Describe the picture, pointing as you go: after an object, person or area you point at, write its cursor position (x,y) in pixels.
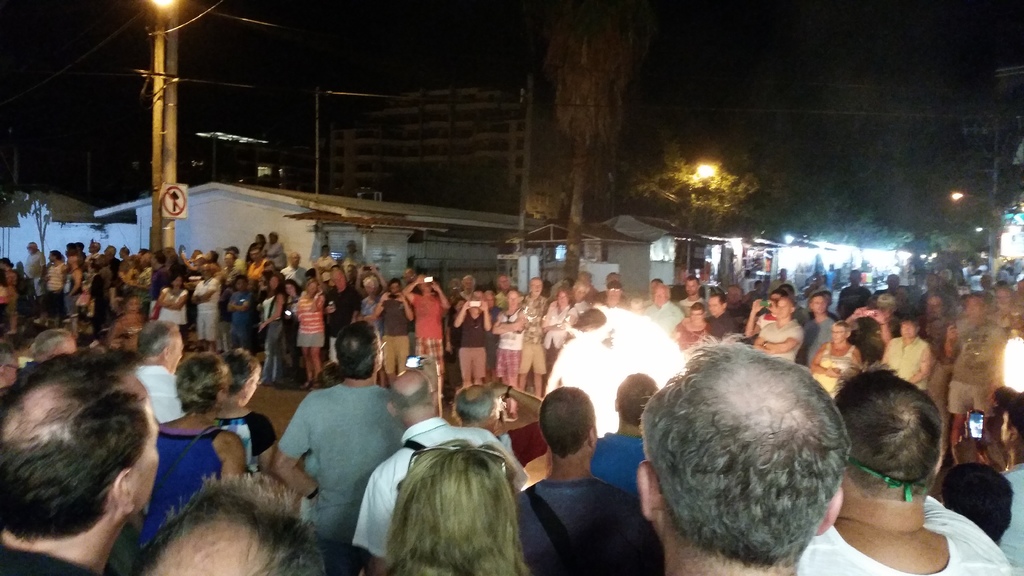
In the image we can see there is a lot of people (106,387) standing in a place and in between them there is a person (621,352) standing in the middle (604,371). There are people (429,367) holding cameras (413,360) in their hand (475,308) and behind there are lot of trees (583,116) and there are buildings (425,154).
